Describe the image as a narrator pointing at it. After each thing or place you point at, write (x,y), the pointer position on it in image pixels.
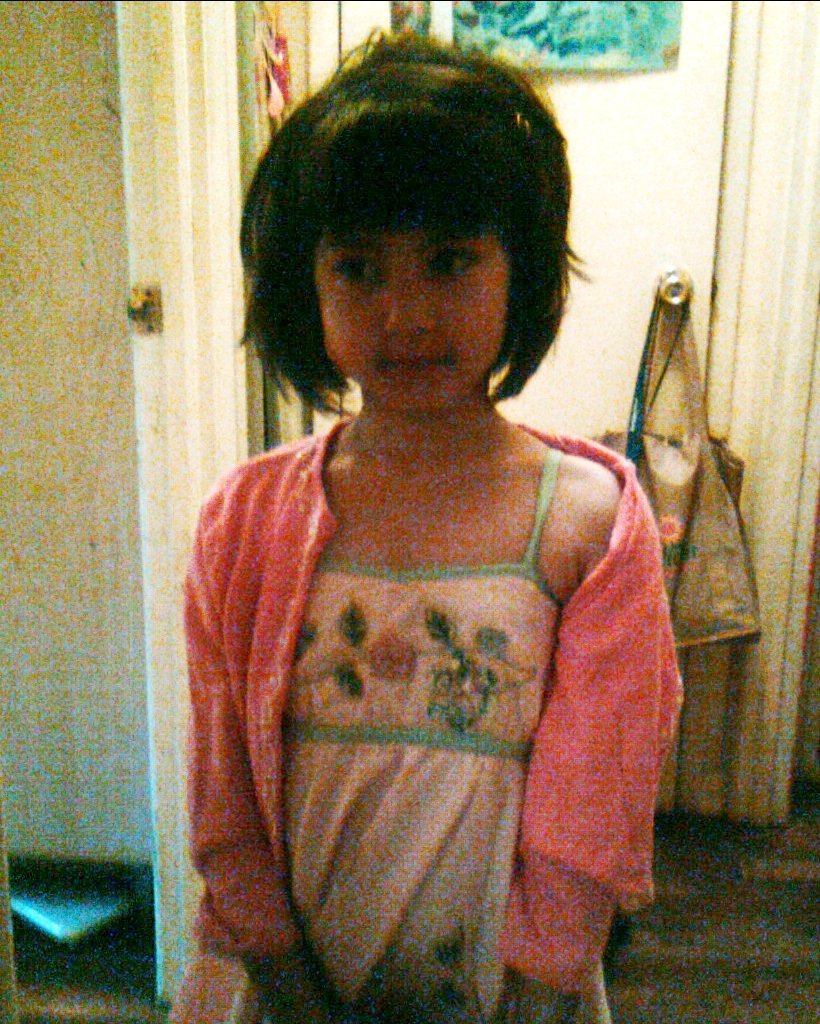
In this picture we can see a girl (506,609), door (663,159), wall (111,309), bag (662,352) and things (615,5).
